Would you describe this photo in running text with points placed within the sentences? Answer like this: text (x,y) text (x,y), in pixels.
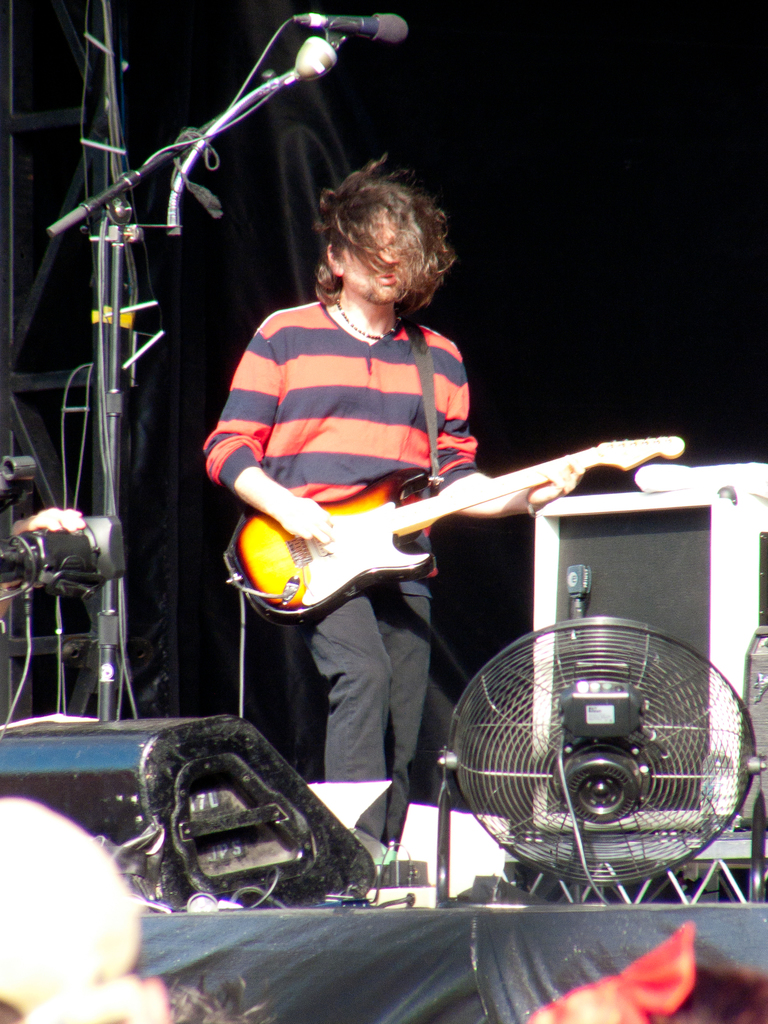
This picture describes about group of people (424,620), in the middle of the image (322,367) we can see a man (352,401), he is playing guitar (334,566), in front of him we can see a camera (56,533), fan (496,664) and microphones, in the background (112,288) we can see metal rods (11,226) and few other things (579,538).
